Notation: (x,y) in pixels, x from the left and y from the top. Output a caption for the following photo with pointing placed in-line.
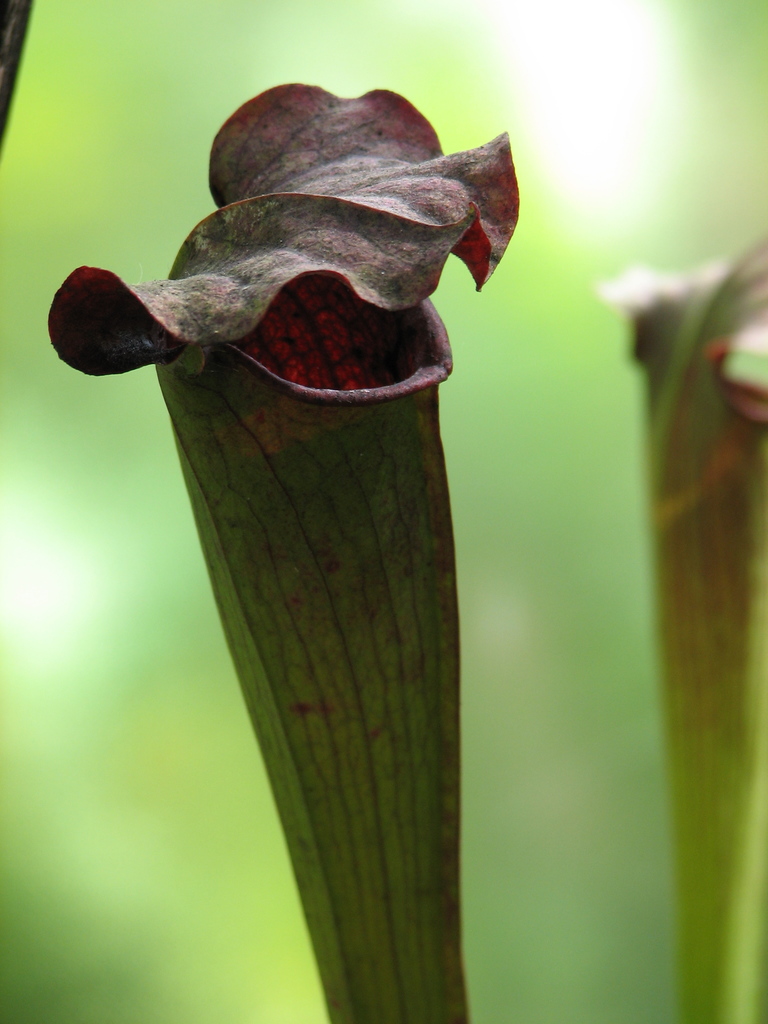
Here we can see two flowers (298,534) and in the background (148,105) the image is blur.
